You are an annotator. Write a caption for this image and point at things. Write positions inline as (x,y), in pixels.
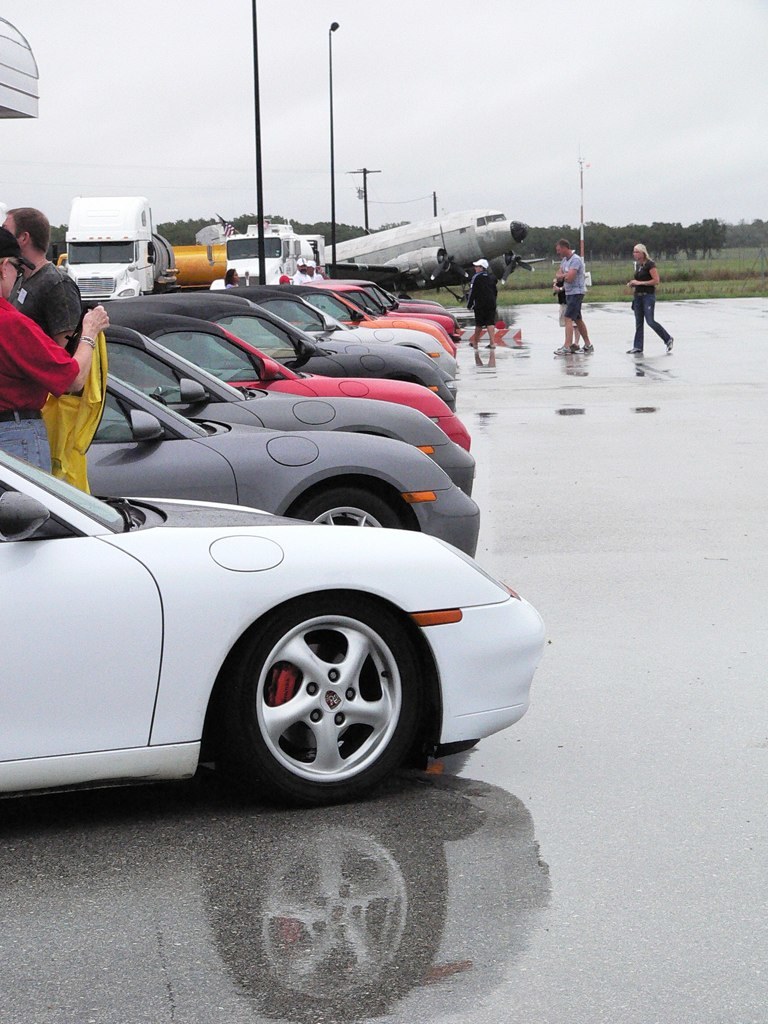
In the picture I can see the cars (388,338) of different colors on the floor (685,301). I can see two men (15,322) on the left side (91,321). I can see a few persons (481,304) walking on the floor (597,362) on the right side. In the background (403,234), I can see an airplane (475,218) and trucks (123,215). I can see the poles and trees (574,242).
